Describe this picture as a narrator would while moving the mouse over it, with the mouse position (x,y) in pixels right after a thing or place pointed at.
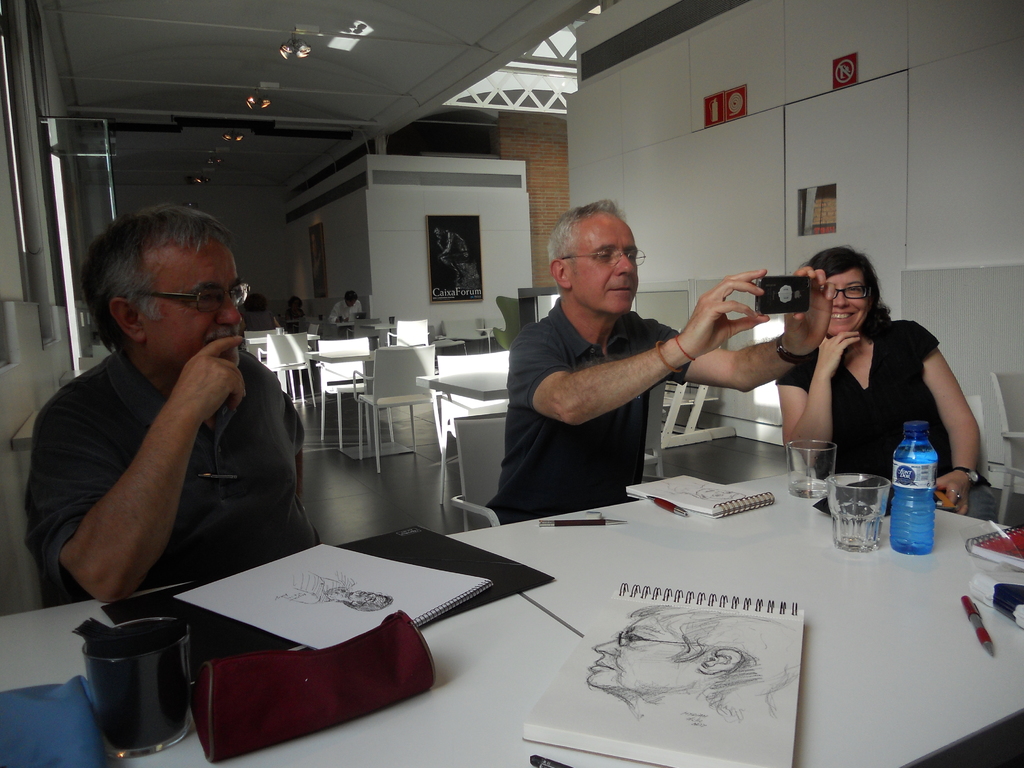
This is a picture in a mall (429,144) or a artist store (695,464). In the foreground of the picture (553,617) there is a table (820,605), on the table (818,618) there are few arts (356,586) on the papers (694,661), there are glasses (847,505), bottles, cups (158,706), books (591,691). On the right (867,382) there is a woman (846,407) seated. On the left (164,431) this man (194,479) seated. In the center (600,425) a man (603,360) is holding mobile (789,308). In the background (397,392) there are many chairs (362,351) and tables (444,389). On the top right (717,120) there is a wall (689,125) and a door (856,176). On the top left (43,198) there is wall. On the top (311,79) there is ceiling (312,82) and lights (280,51) to it.
